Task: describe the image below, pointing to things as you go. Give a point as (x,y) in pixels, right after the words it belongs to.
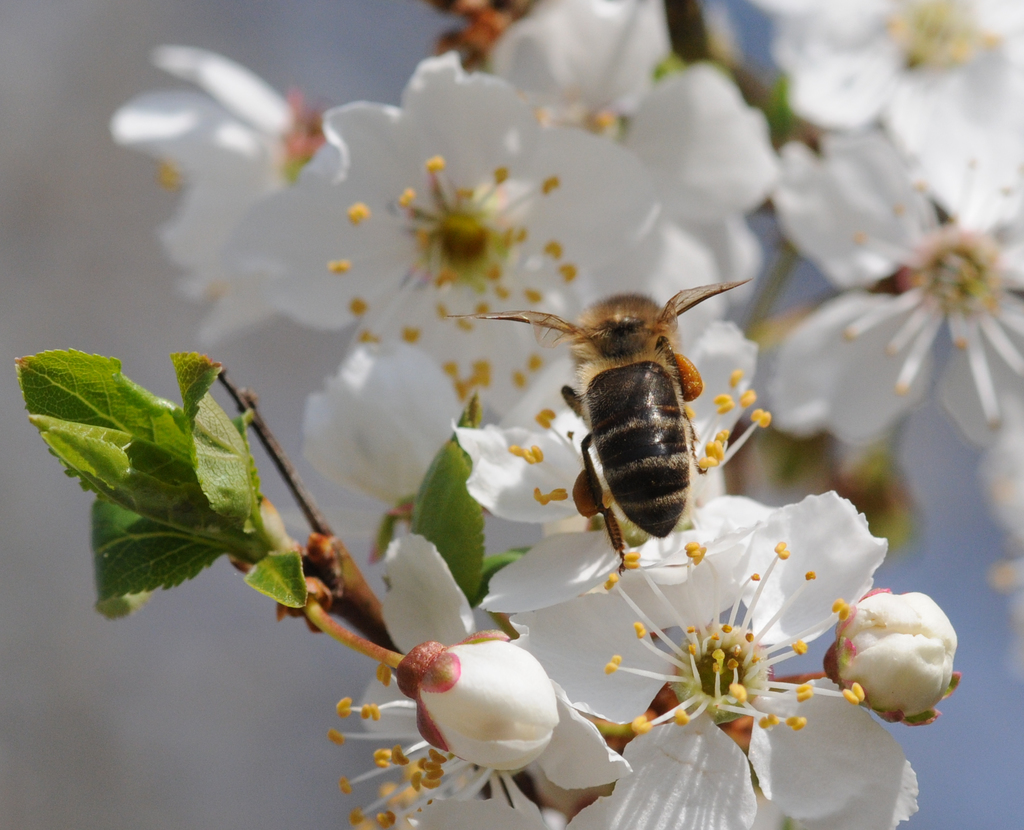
In this image, on the right side (692,380), we can see a insect (615,301) which is on the flower (711,494) and the flower (717,524) is in white color. On the left side (229,422), we can see green leaves (124,398).
